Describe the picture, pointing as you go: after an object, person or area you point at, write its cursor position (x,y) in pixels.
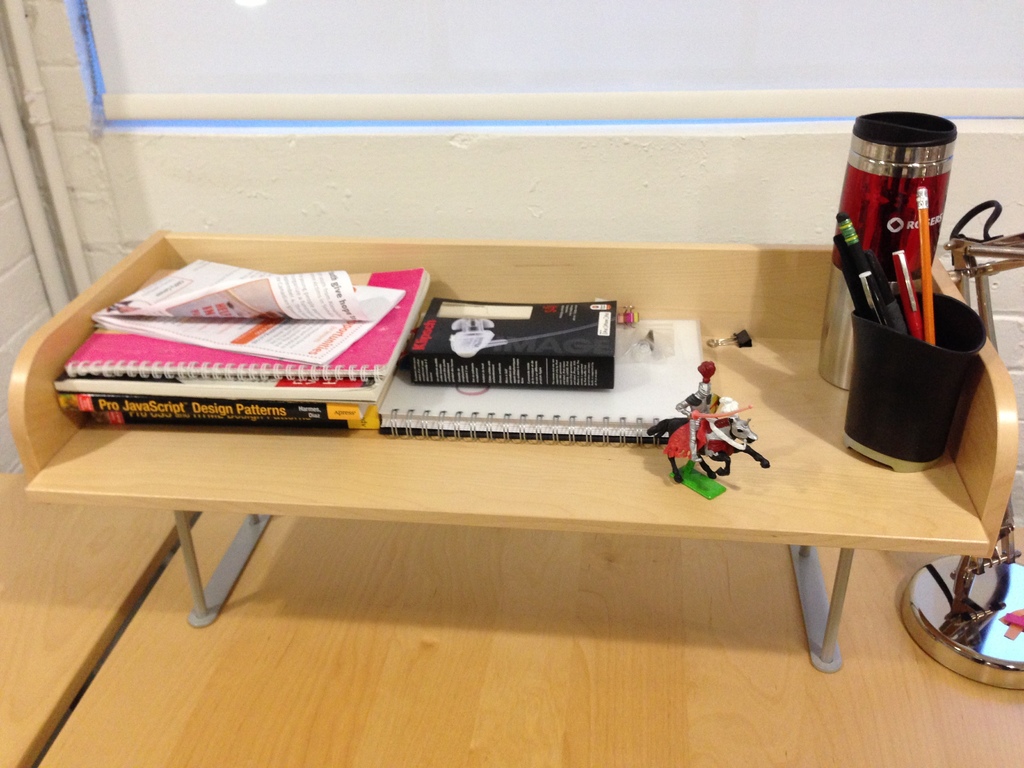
In the center of the image (666,493) we can see a table (436,461). On the table (33,434) we can see the books (381,338), pages (284,298), toy (738,442), bottle (859,152), pens (882,283), pencils (926,253), cup (869,391). In the background of the image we can see the wall (509,142), curtain (515,76). On the right side of the image (987,283) we can see a stand (974,208). At the bottom of the image (335,693) we can see the desk (283,634).
